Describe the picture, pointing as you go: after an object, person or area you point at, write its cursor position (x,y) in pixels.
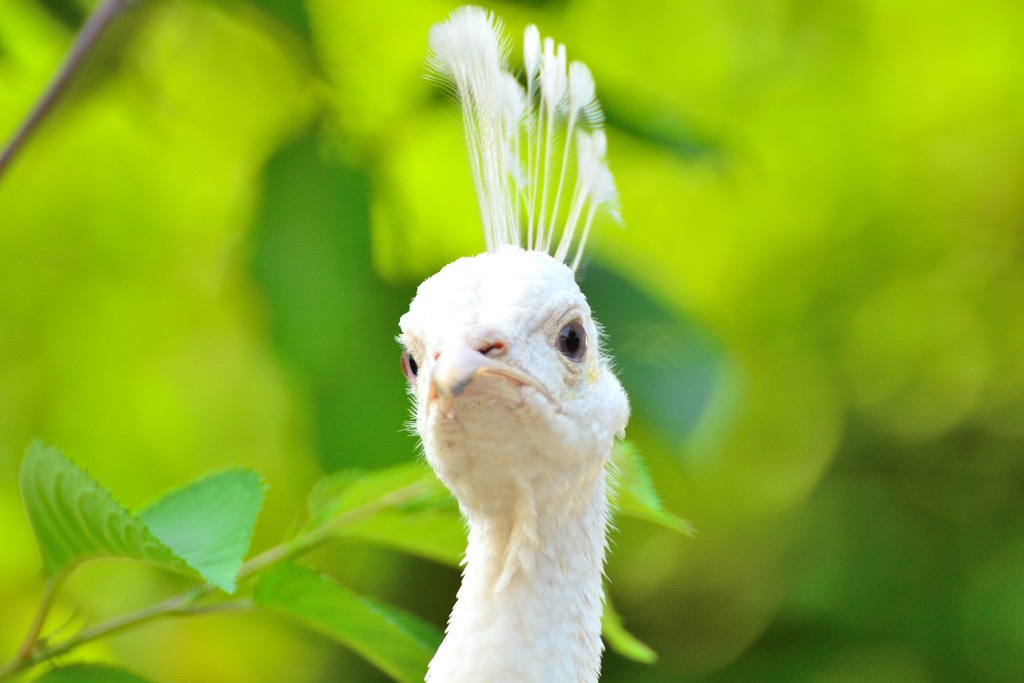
It is a peacock's head (565,453) in white color. On the left side (323,616) there are leaves (277,598) of the tree (321,584).
